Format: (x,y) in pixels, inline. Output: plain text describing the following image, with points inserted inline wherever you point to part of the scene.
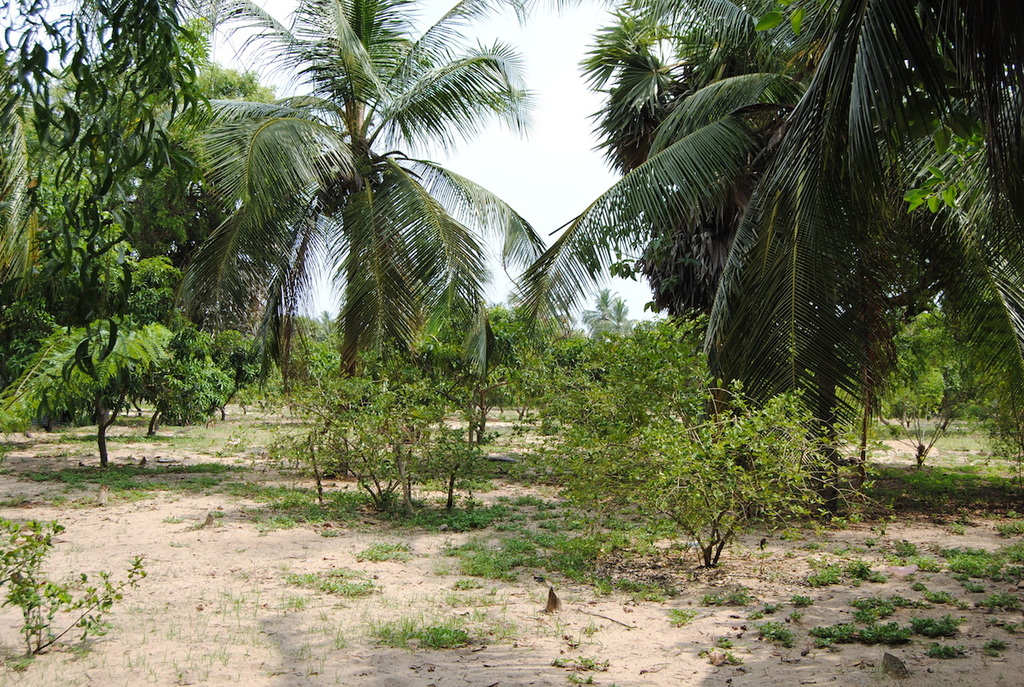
In this picture we can see trees (522,239) in the background (370,356), we can see some plants (809,511) and grass (913,551) at the bottom (903,560), there is the sky (544,76) at the top of the picture (558,53).
